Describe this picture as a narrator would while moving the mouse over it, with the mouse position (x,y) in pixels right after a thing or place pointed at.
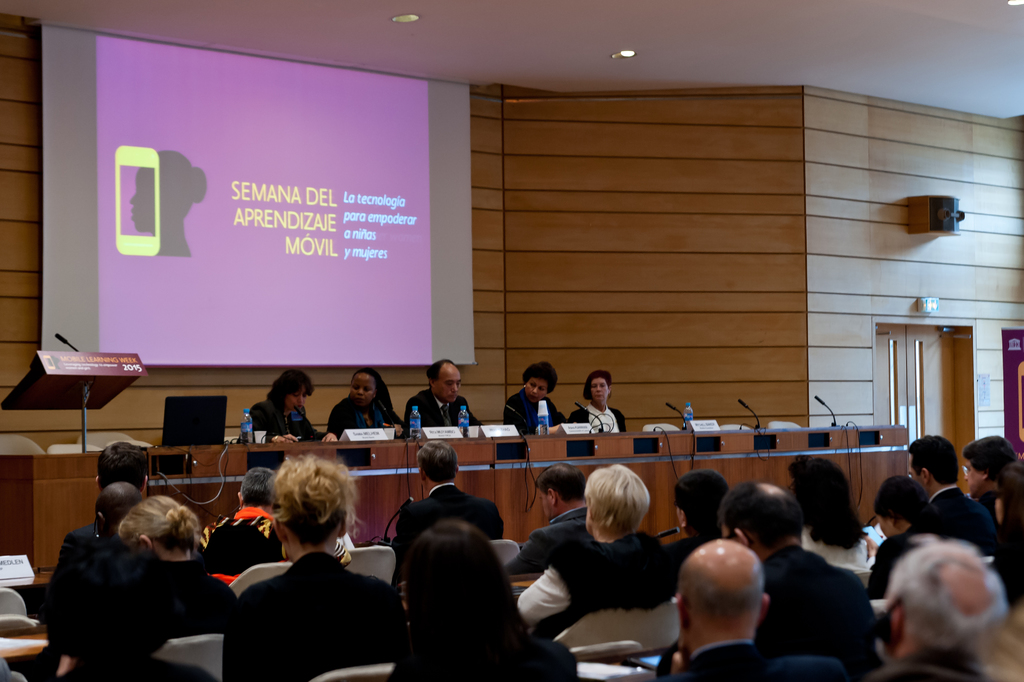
In this picture we can see a group of people (190,513) are sitting on chairs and in front of the people (287,485) there is a table (570,458) and on the table (779,457) there are bottles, name boards (372,430) and other things (193,440) and on the left side of the people (277,427) there is a podium (27,384) and behind the people (300,432) there is a projector screen (250,299) and a wooden wall (638,92).
